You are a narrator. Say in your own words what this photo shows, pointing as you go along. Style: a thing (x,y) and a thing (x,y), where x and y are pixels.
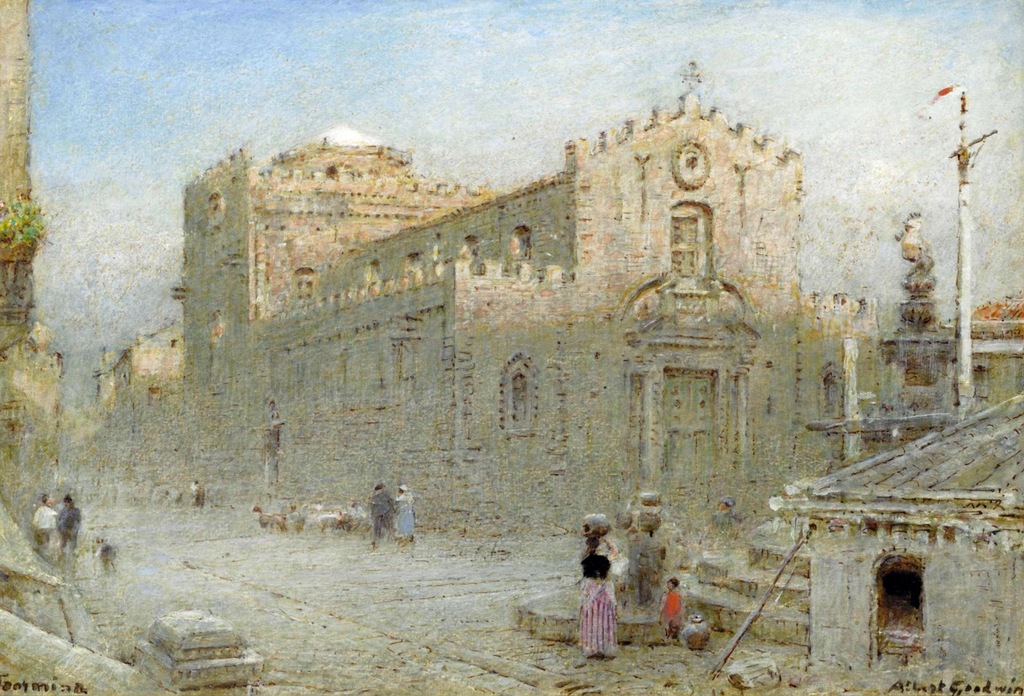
In this image we can see a picture of a building (466,374). We can also see some people (381,536) standing on a pathway (414,554). On the backside (852,100) we can see some poles (961,293) and the sky (875,160) which looks cloudy.
